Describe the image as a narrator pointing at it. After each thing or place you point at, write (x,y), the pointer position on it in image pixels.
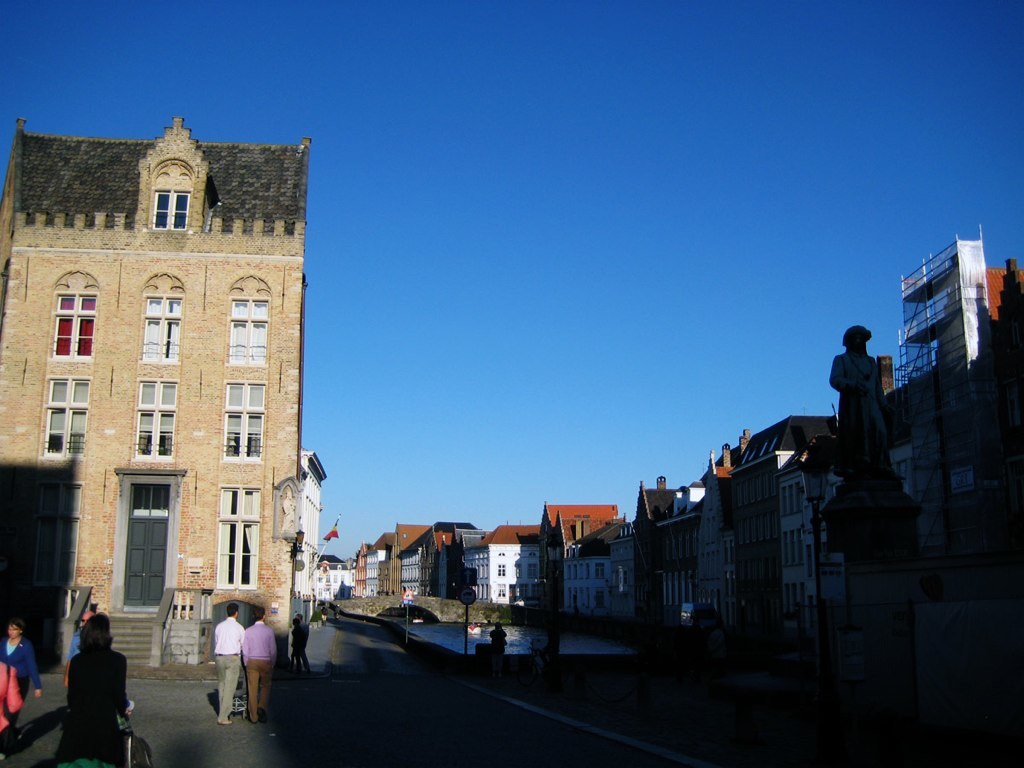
There are persons (300,640) in different color dresses (81,711) walking on the road (376,655) near a building (179,180) which is having glass windows (249,458) and a door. On the right side (987,467), there are buildings (979,436) which are having glass windows (1018,472) and roofs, there is water (431,623), there is a bridge (437,598) which is built on the water (448,632) and there is blue sky (516,112).
